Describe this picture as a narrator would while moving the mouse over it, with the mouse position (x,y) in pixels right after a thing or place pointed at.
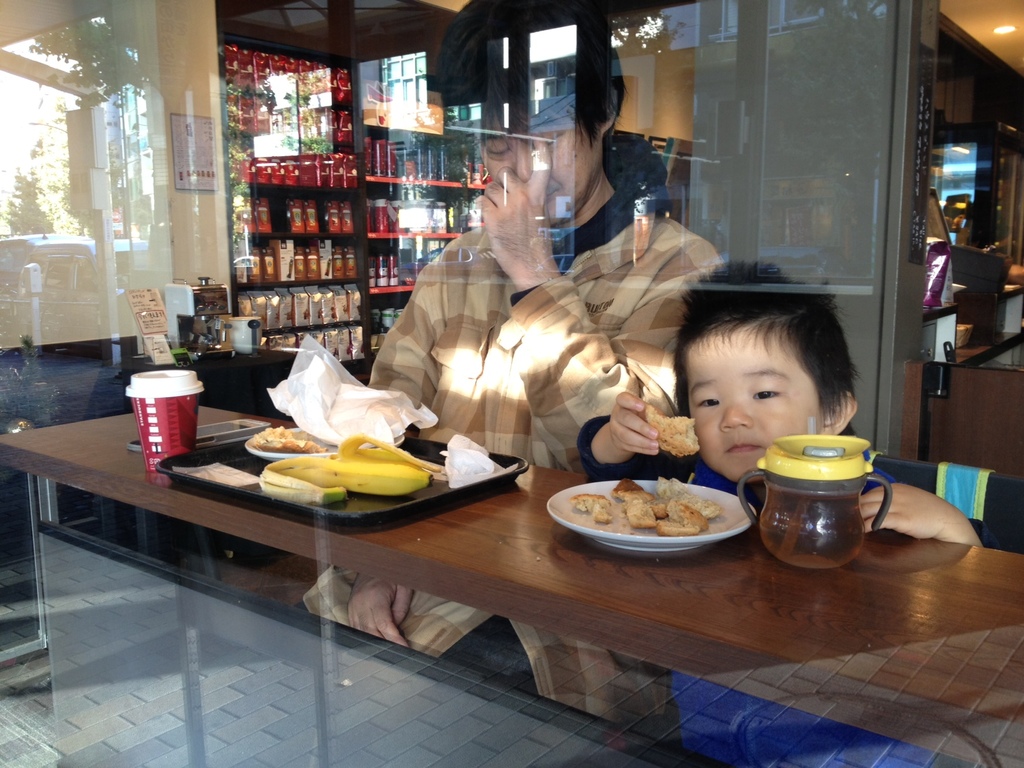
In this picture we can see a small boy (724,378) and a man (668,364) sitting inside the restaurant (302,586) and having food (682,510). On the table (753,602) we can see a coffee cup (167,449), tray (368,517), banana (353,487) and some food items (288,444). Right side (804,527) a juice bottle (785,520) and food (651,509) in the plate (655,538) from which boy (698,441) is eating, On behind we can see some shelves (223,103) and other tables (936,316).
